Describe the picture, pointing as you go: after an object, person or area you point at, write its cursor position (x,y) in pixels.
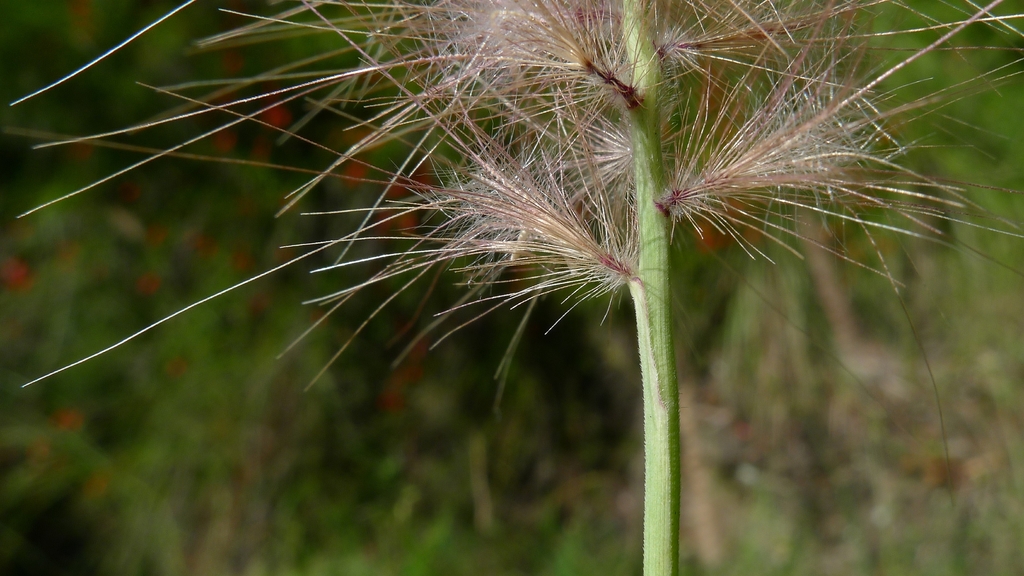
In this picture we can see plant (509,213). In the background of the image (588,383) it is blurry.
